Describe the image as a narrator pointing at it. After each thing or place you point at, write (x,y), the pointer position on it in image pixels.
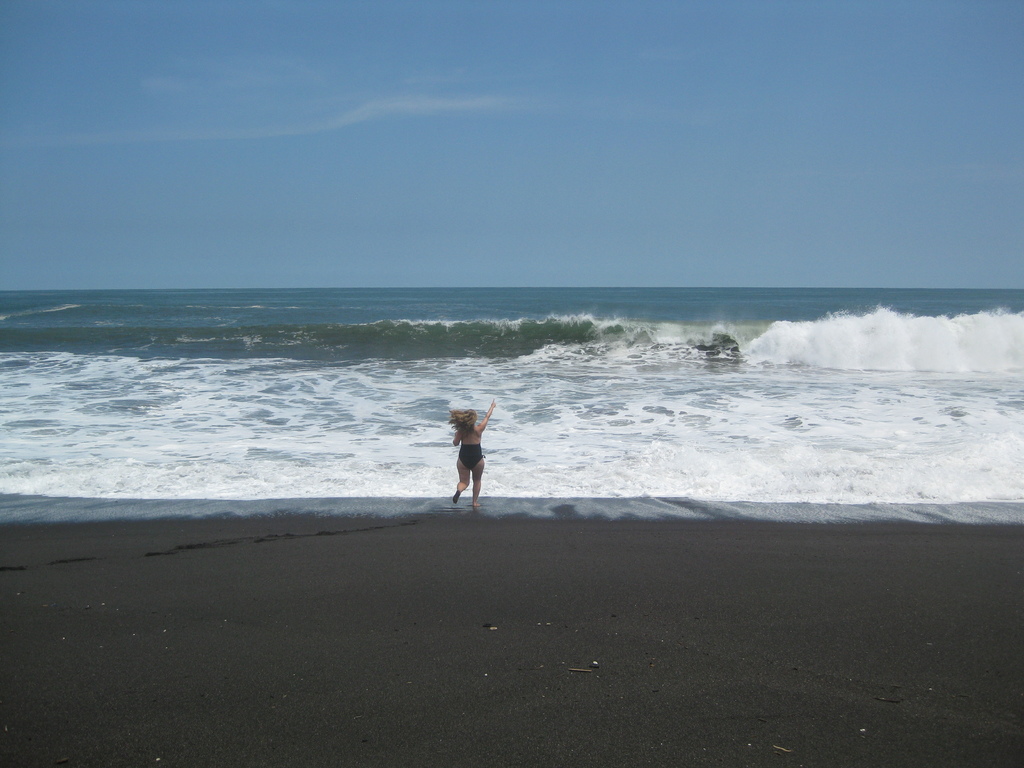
In the middle of the image (467,429) we can see a woman (487,417), in the background (765,403) we can see water (589,314) and clouds (389,106).
